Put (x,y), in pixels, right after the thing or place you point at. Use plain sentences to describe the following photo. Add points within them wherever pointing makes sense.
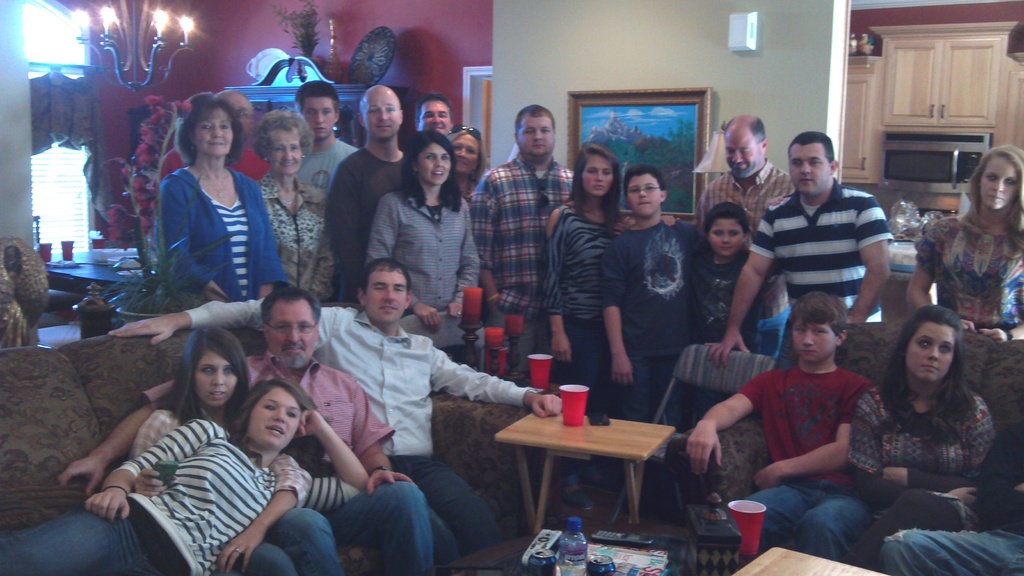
As we can see in the image there is a wall (522,40), photo frame (581,126) and few people (636,308) standing and sitting over here and there are sofas (72,375) and a table (92,271). On table (106,276) there are glasses (70,249).
